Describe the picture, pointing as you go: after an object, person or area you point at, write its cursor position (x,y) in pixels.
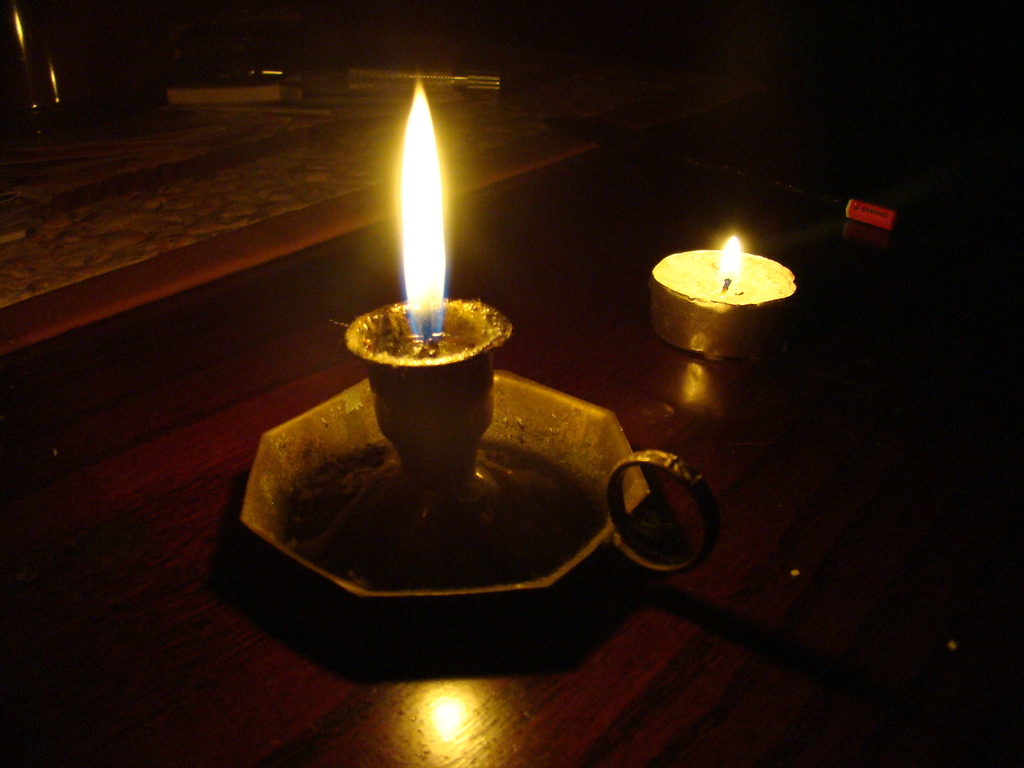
In this image we can see two candles (698,300) on the surface (509,293), also we can see some other objects (454,77) around them.
